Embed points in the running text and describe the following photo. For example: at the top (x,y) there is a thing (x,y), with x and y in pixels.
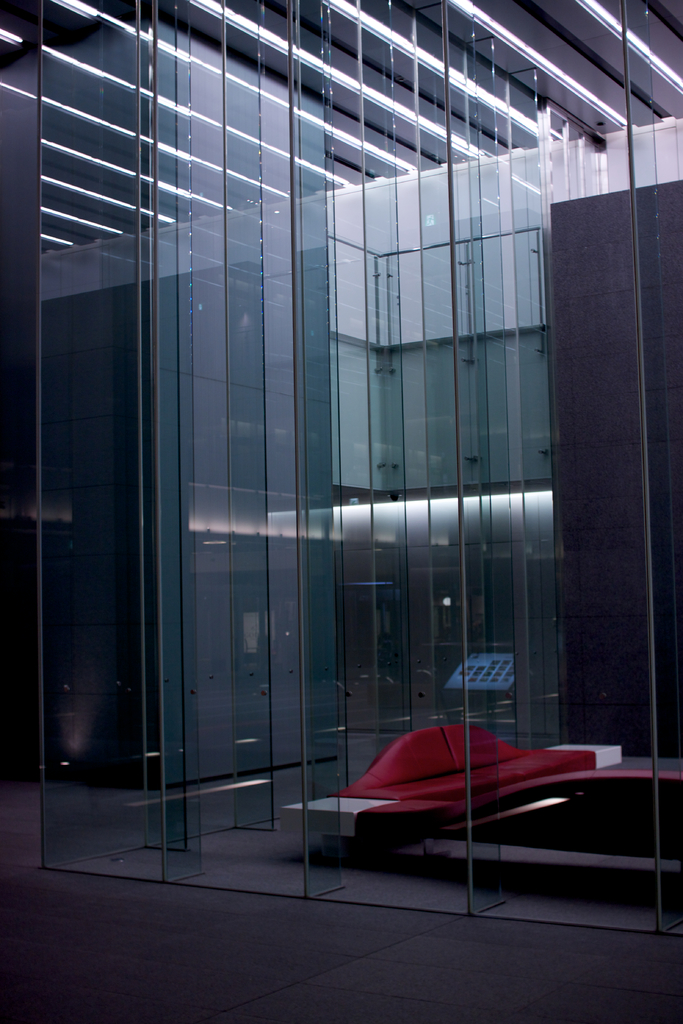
In this picture we can see a cabin (561,902), there are some glasses (445,321) here, from the glass (464,742) we can see a couch (417,765).
